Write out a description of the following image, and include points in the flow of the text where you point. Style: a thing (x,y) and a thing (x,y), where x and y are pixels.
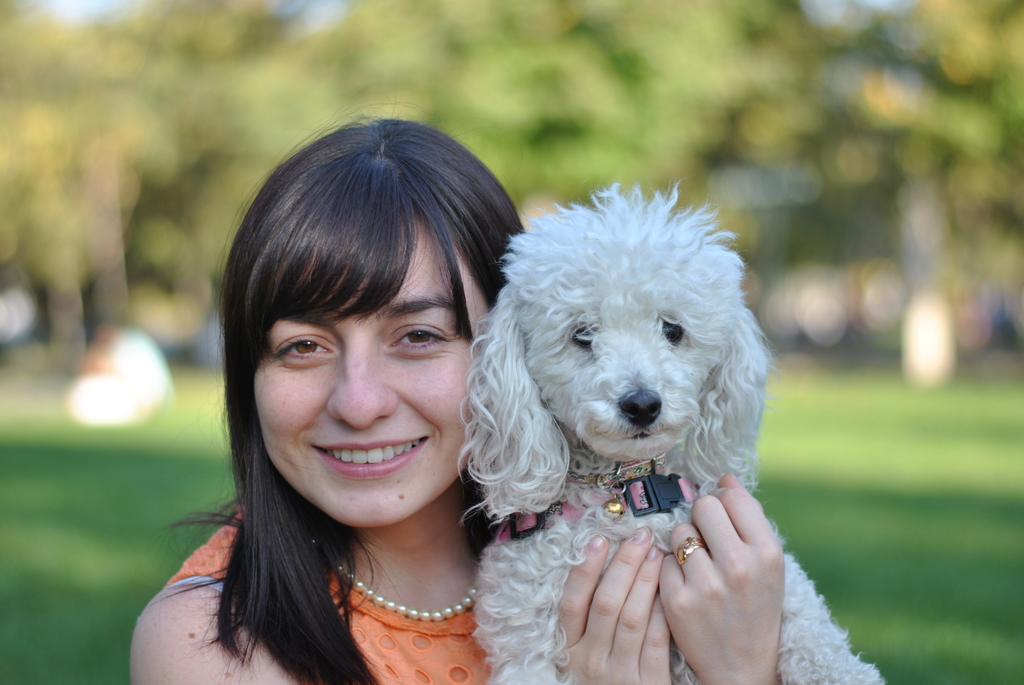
The picture consists of one woman (453,597) in orange dress (446,643) is holding a puppy (595,450) in her hands (646,603) and behind her there are trees (75,196) and grass (869,524).
